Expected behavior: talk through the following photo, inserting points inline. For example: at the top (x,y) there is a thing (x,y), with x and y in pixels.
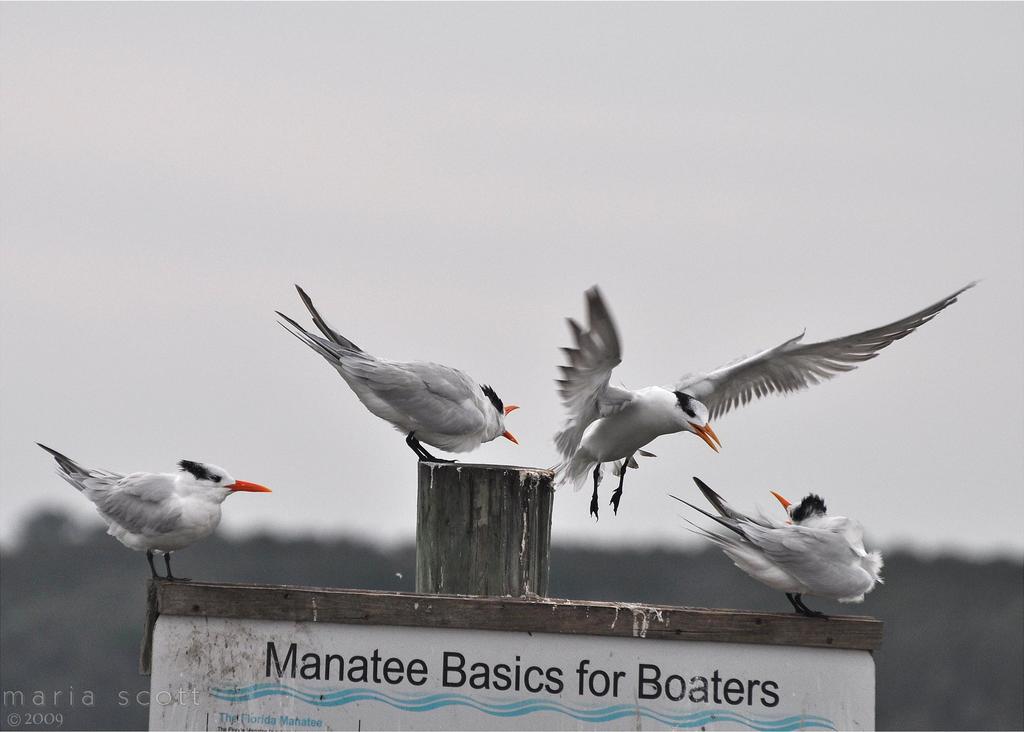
In this image I can see four birds (166,503) which are in white, black and an orange color. I can see the board (372,698) and the wooden pole (451,497). In the background (384,524) I can see the trees (42,598) and the sky (185,266).
